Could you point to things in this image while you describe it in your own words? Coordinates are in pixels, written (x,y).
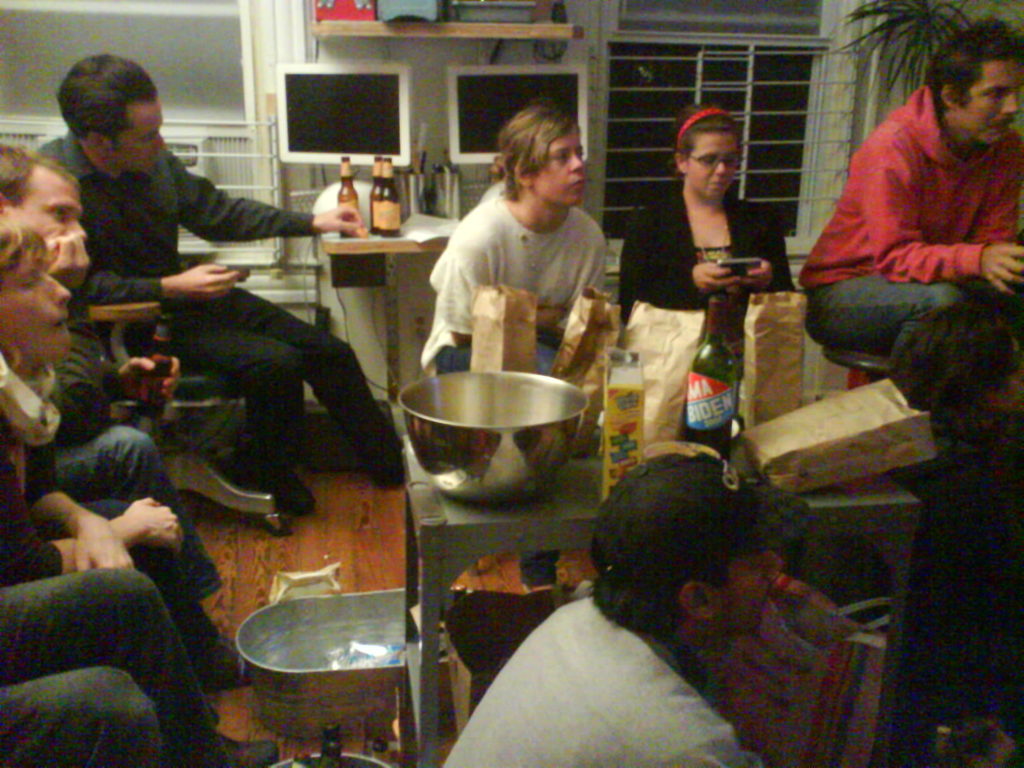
This picture describes about group of people (469,288) they are all seated on the chair (280,518), in front of them we can see couple of bags (630,321), a bowl (527,492), bottles (711,335) on the table (536,524), in the background (939,25) we can see a plant (893,70), curtains (846,80) and couple of monitors (326,104).
